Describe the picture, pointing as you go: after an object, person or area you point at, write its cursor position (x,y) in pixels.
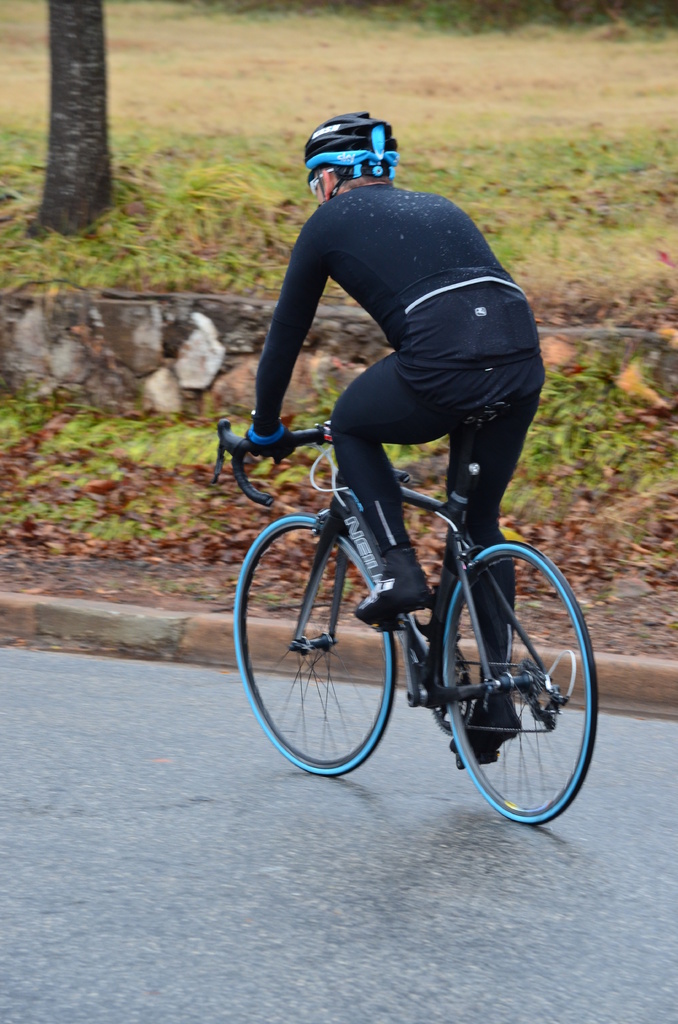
In this picture we can see a person (379,528) is riding a bicycle (457,705) on the road (400,704). In front of the person (393,280), there is a tree trunk (51,209), grass (26,97) and it looks like a wall (188,310).
